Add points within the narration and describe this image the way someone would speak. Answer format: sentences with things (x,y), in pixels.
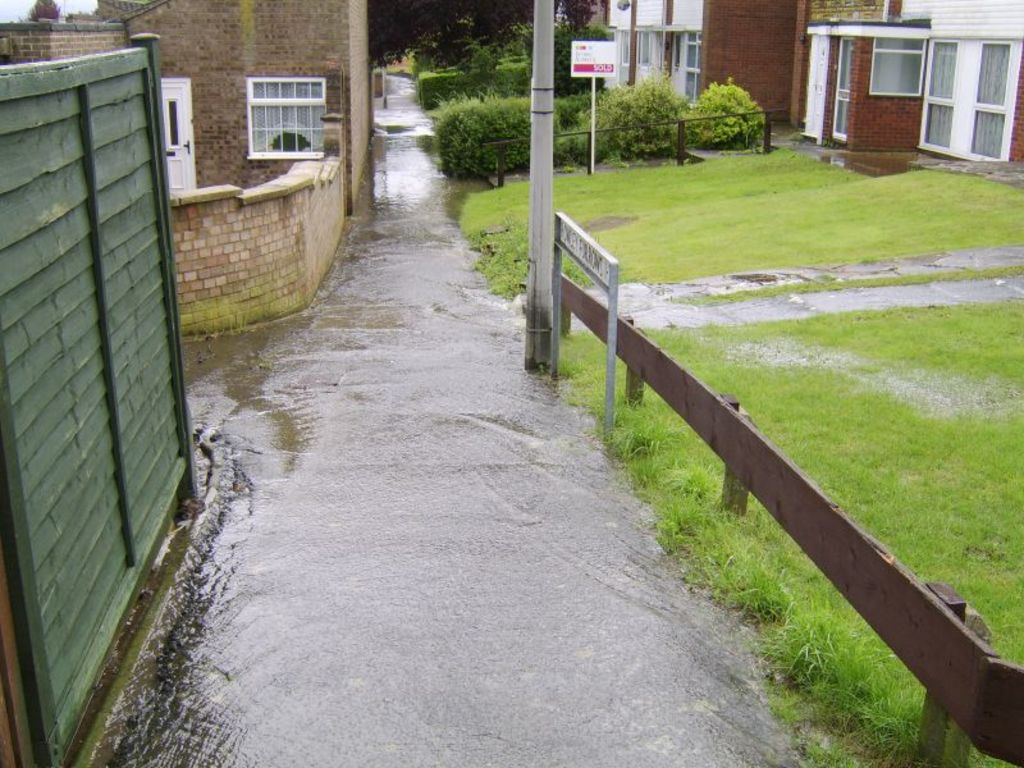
In this image we can see some houses (253,143), doors (844,50), windows (267,111), there are some trees (449,41), plants (296,147), grass (644,237), boards (596,64) with some text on it, there is a fencing (771,453), grass (769,541), a wooden wall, and a brick wall (244,234).
